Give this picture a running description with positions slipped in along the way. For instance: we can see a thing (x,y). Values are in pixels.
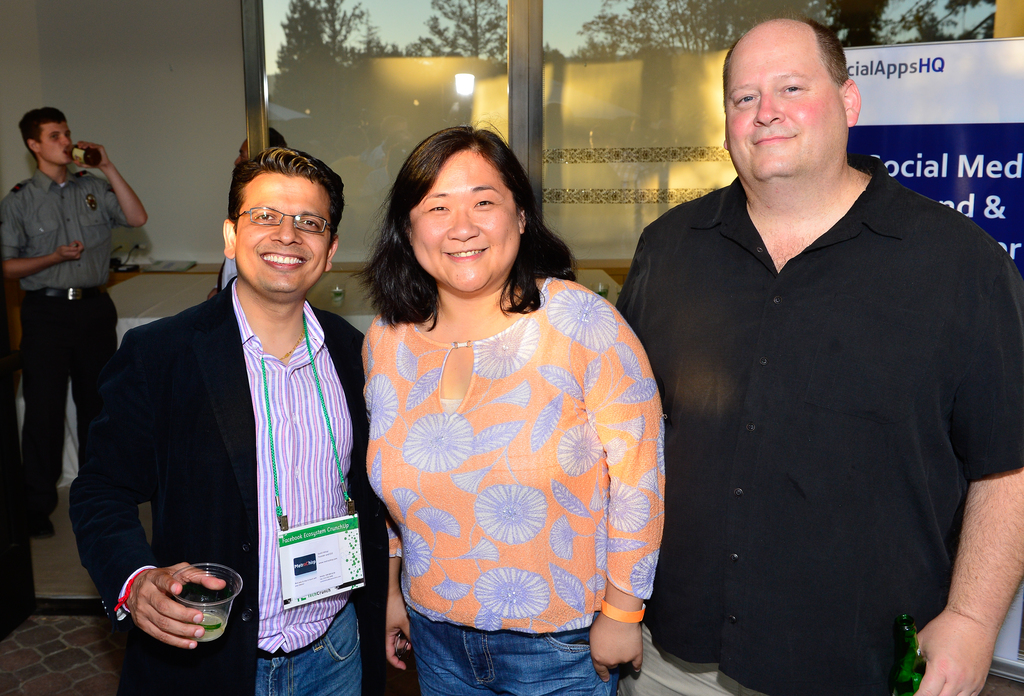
In the image there are three persons (556,438) standing. On the left side of the image (317,335) there is a man (279,243) with spectacles (263,216) is holding a glass (194,595) in the hand (204,584). And also there is a card (289,604) with a tag (284,600). Behind them there is a wall (183,124) with glass windows (608,94). On the right side of the image (988,185) there is a poster (965,115). On the left side of the image (74,361) there is a man (76,345) standing and holding a bottle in the hand (99,157). And there are some other things (177,280) in the background (351,294).
